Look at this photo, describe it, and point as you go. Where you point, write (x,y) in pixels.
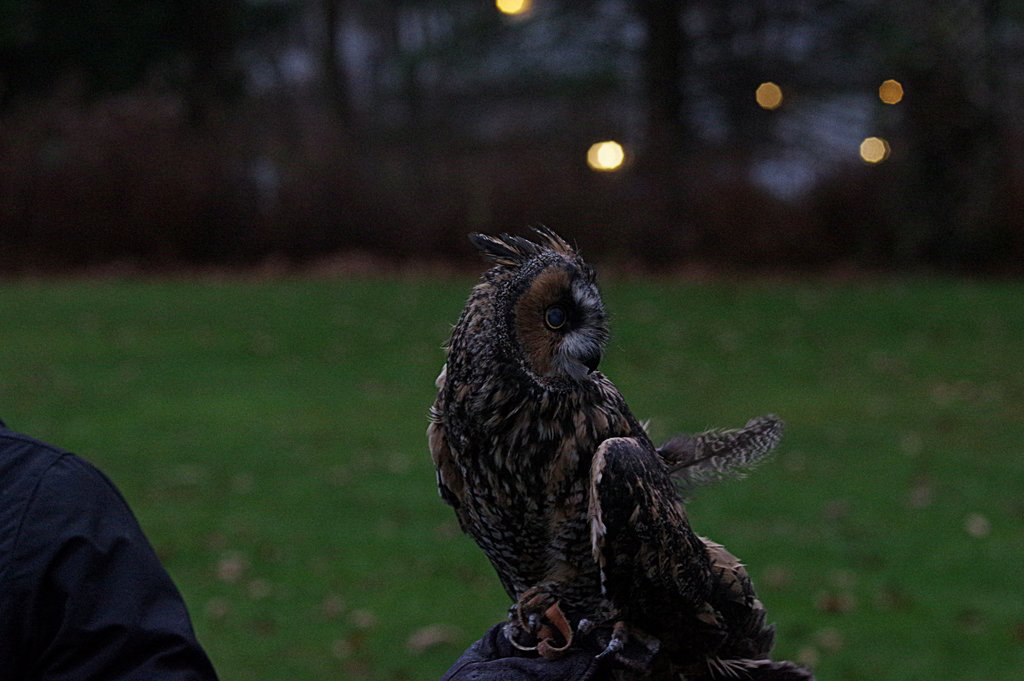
In this image I can see a bird (652,658) in brown and black color. Background (328,479) I can see grass (293,414) in green color.
